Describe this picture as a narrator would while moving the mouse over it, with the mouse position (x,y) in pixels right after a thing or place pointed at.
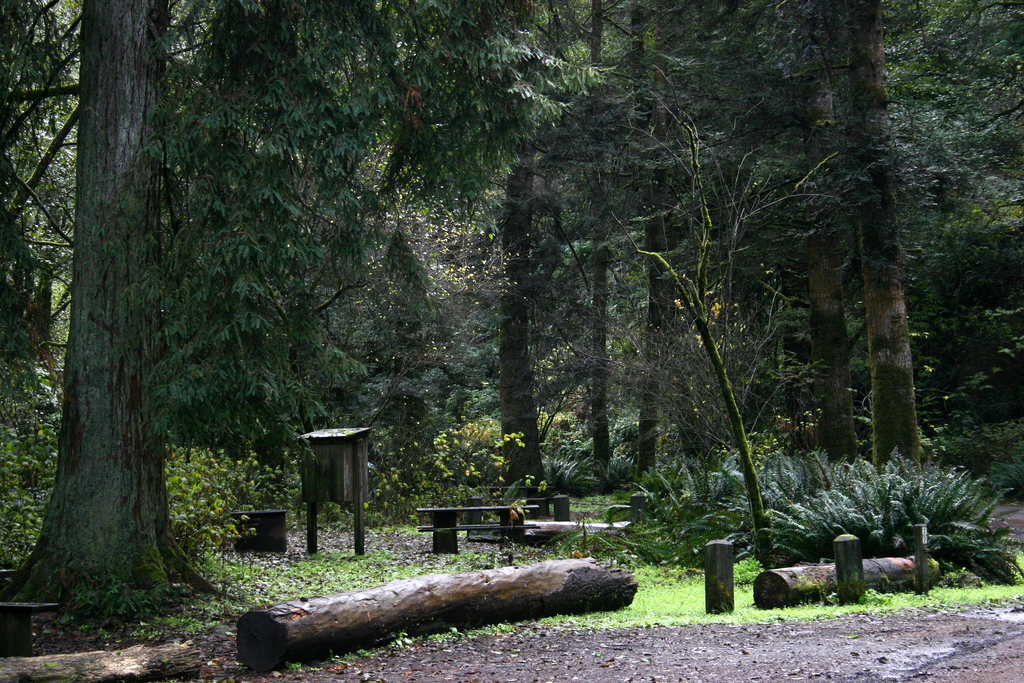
In the foreground of the picture (979,584) there are dry leaves (548,648), mud (548,648), wooden logs (112,659) and grass (1005,588). In the middle of the picture (475,433) there are plants (552,459), trees (98,429), dry leaves (330,547) and some wooden objects (316,500). In the background (553,202) there are trees (627,97).
